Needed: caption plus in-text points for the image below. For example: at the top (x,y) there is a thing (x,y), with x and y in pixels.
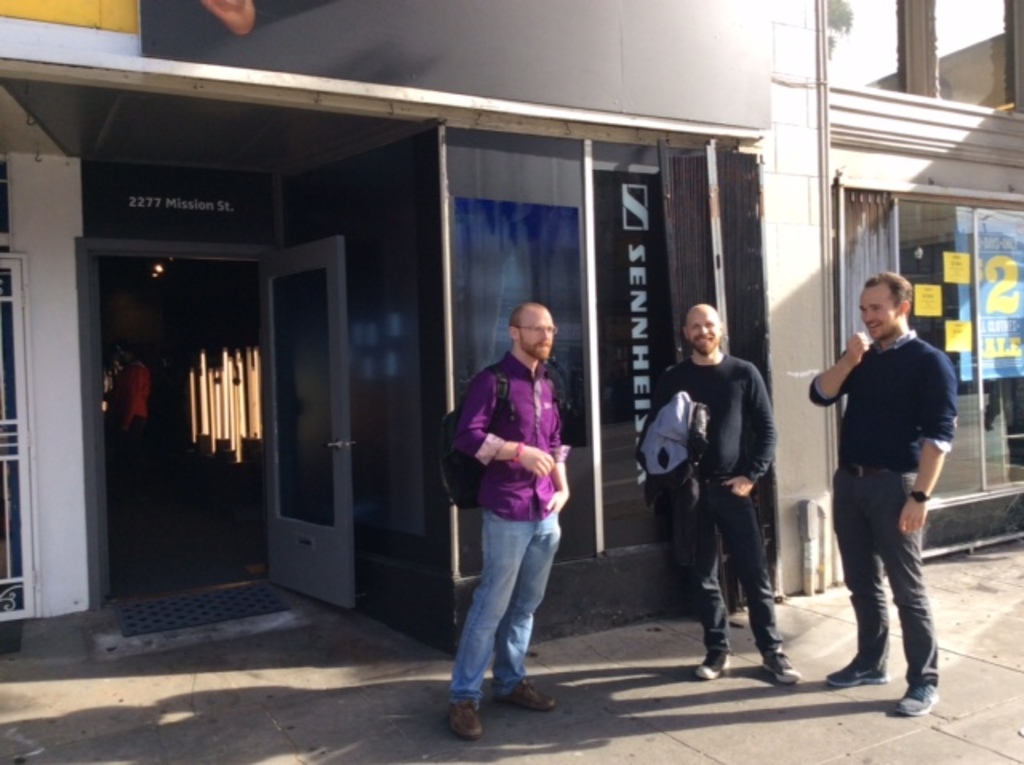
In the foreground of the image (670,499) we can see group of persons (502,509) standing on the ground (606,689). One person (512,486) is carrying a bag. In the background (261,117), we can see the building (566,205) with doors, banner (992,260) with some text (995,277) and some lights (213,390).
